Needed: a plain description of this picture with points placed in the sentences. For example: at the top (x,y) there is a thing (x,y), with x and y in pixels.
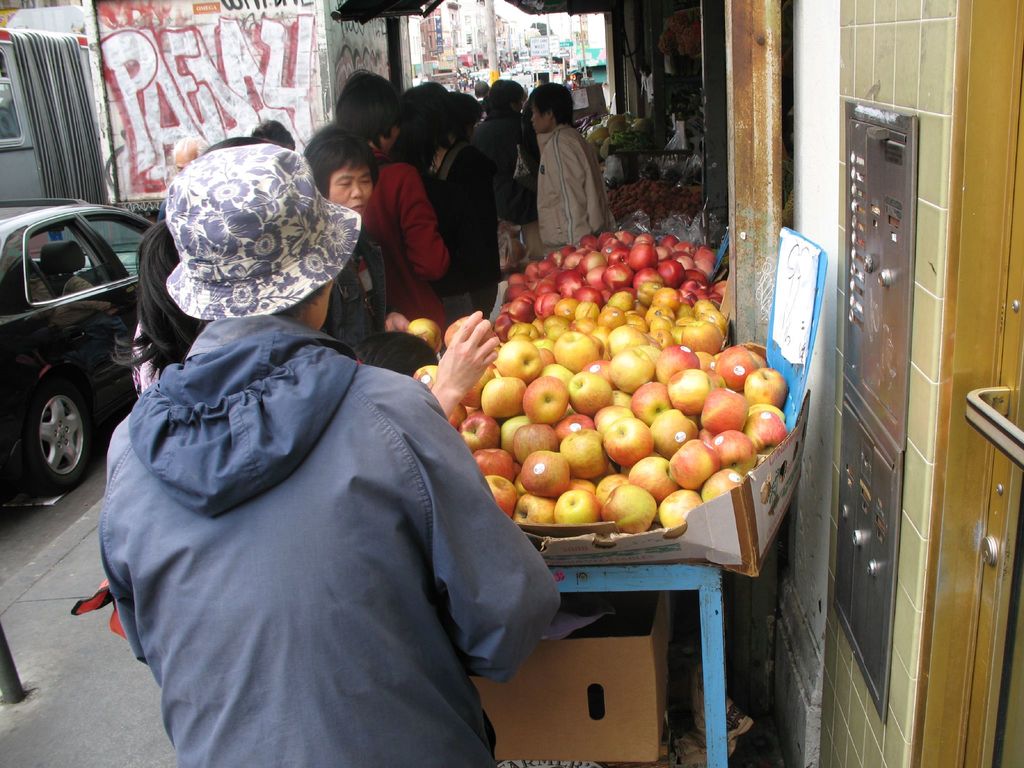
In this image I can see so many apples (731,477) on the table (579,570) beside the wall (902,564). also there are so many people (386,475) standing beside the table (714,589), also there is a car (4,350) and building (961,98).
